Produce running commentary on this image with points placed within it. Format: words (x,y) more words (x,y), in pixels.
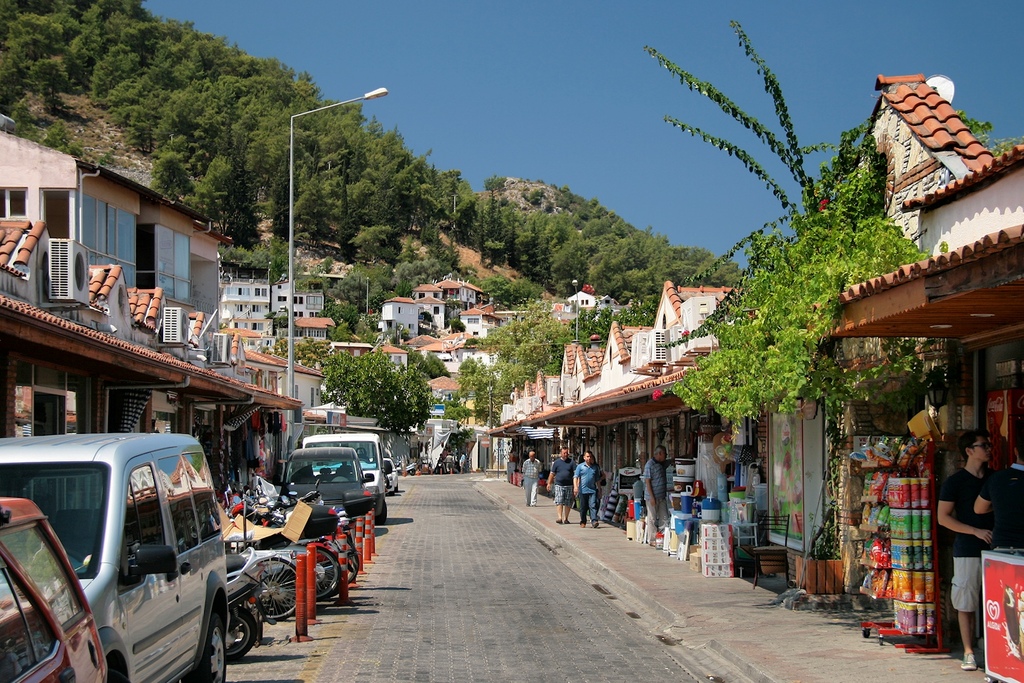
In this image, we can see a road (465,586) in between shops (130,413). There are some vehicles (122,574) on the road (449,590). There is a pole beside the road (430,527). There are some buildings (388,318) and trees (349,196) on the hill (532,249) which is in the middle of the image (460,291). There are some persons (653,485) in front of shops (612,430). There is a sky (551,67) at the top of the image (530,36).
